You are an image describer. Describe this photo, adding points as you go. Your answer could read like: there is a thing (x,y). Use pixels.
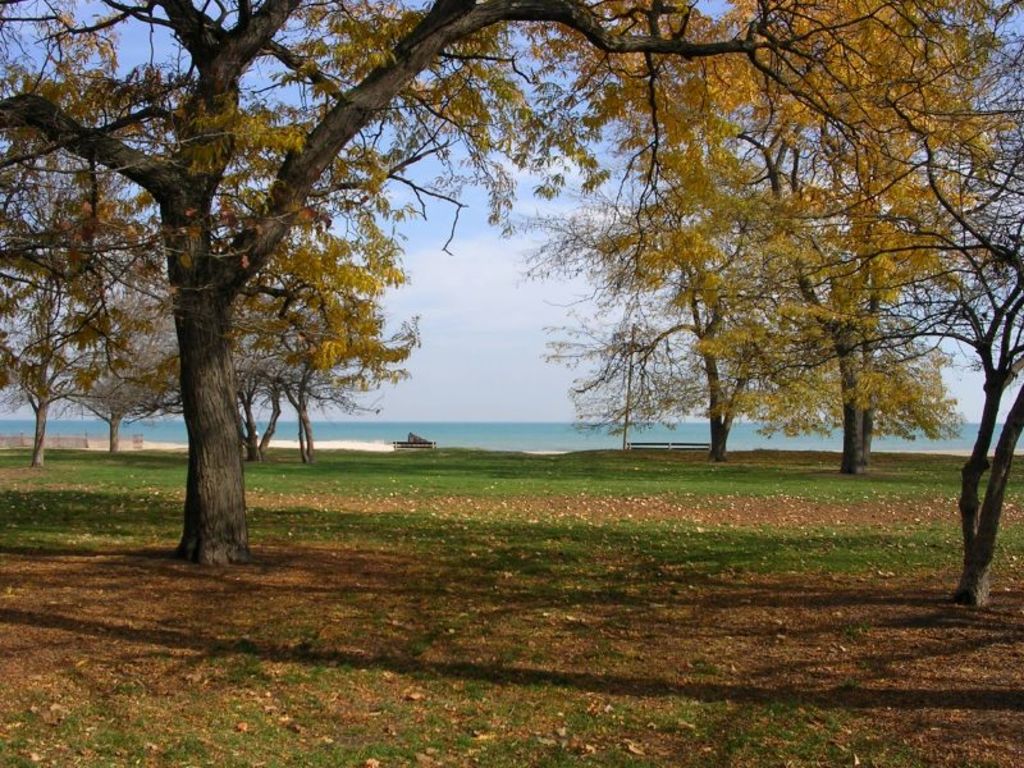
In this image there are so many trees (230,559) on the ground (355,499), behind that there is a beach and benches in front of that.
